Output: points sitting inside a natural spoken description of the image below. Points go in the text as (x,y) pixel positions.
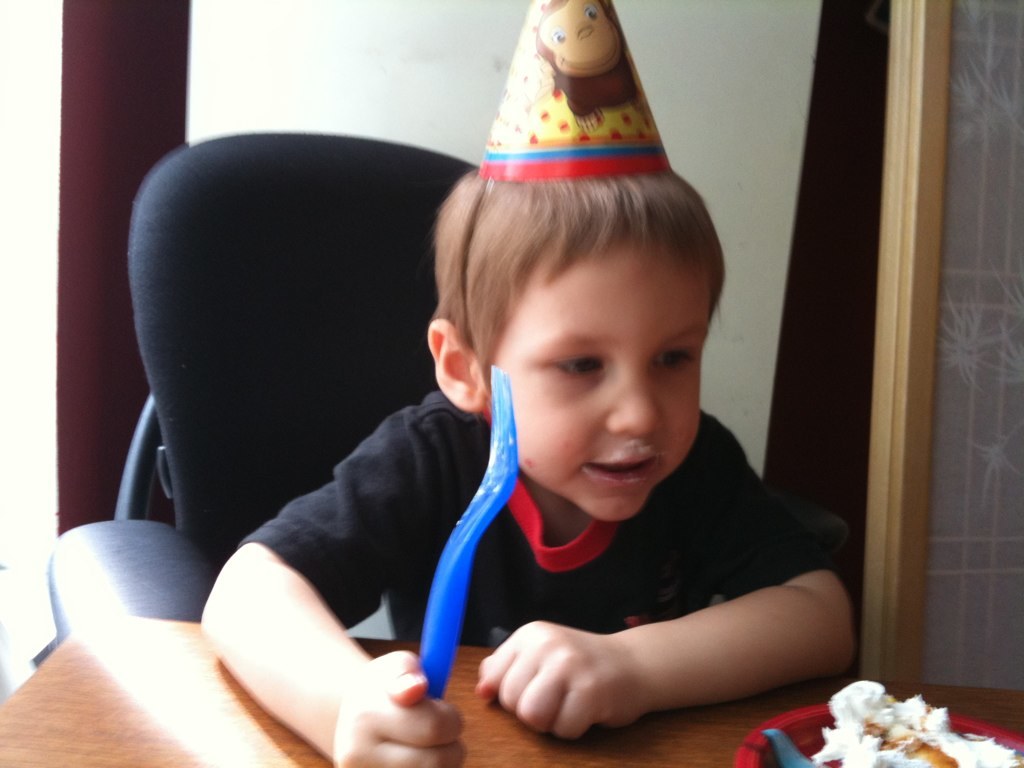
In the center of the image (544,456) there is a kid (519,453) sitting on the chair (232,547) at the table (277,722). On the table (729,759) there is a bowl (741,753) and some food item (878,736). In the background (237,79) there is a wall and window (913,340).
